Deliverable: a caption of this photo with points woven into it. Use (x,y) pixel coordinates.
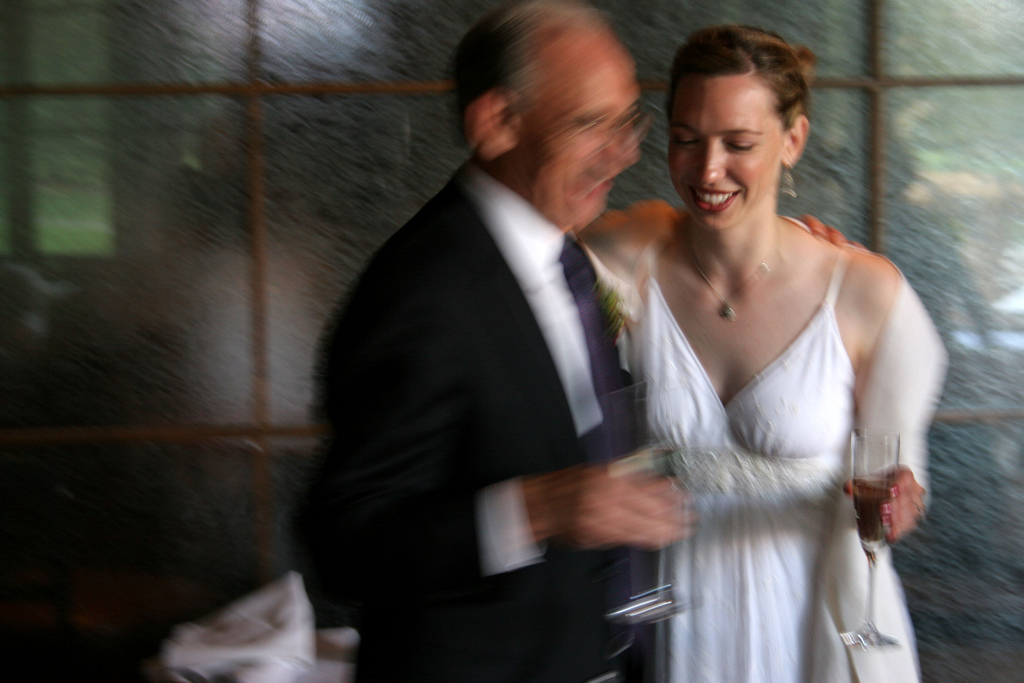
In this image we can see a man (467,308) and a woman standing holding the glasses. On the backside (224,256) we can see a glass window (258,354).
